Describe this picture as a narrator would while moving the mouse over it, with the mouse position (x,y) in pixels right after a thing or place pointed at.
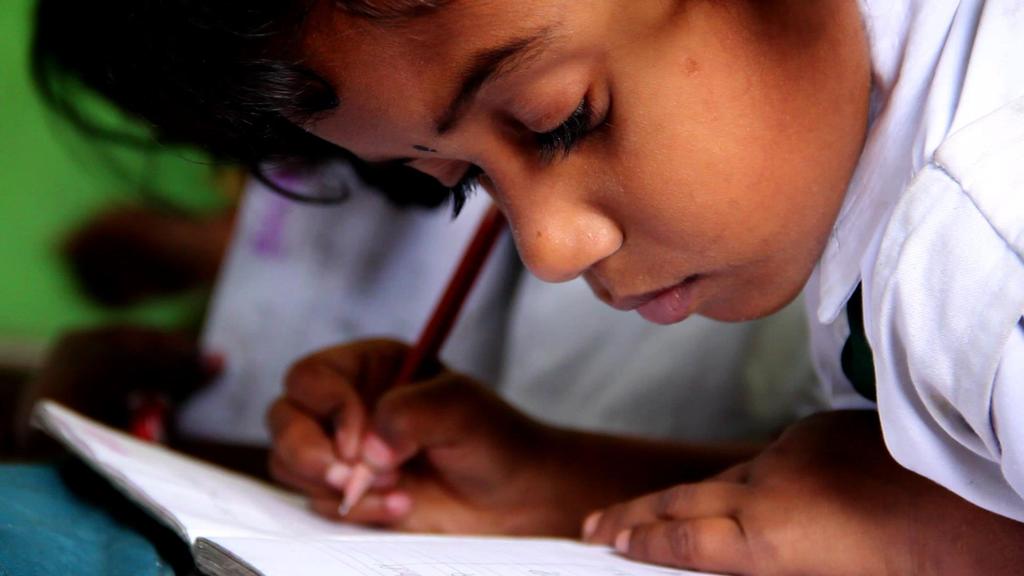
In this image I can see a child (661,148) wearing white colored dress (899,154) is holding a pencil (402,377) in her hand (365,376) and writing something on a book (295,507) which is white in color. I can see the blurry background (121,218).
